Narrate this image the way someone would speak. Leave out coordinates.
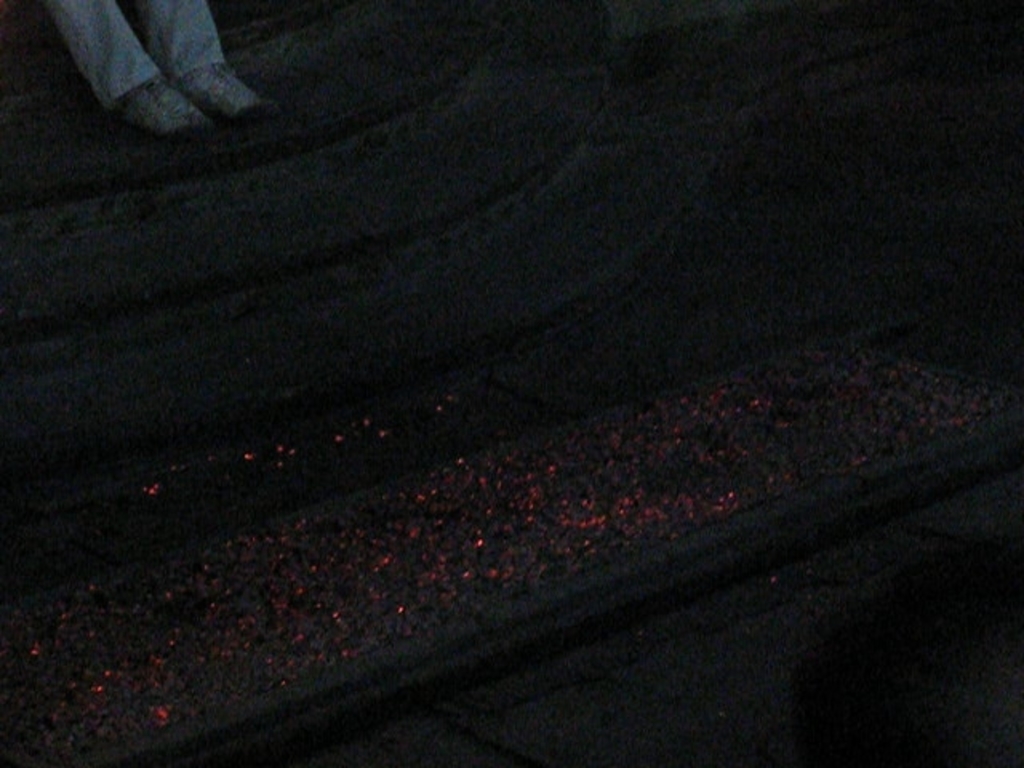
In this image there are two human legs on something in the dark.
